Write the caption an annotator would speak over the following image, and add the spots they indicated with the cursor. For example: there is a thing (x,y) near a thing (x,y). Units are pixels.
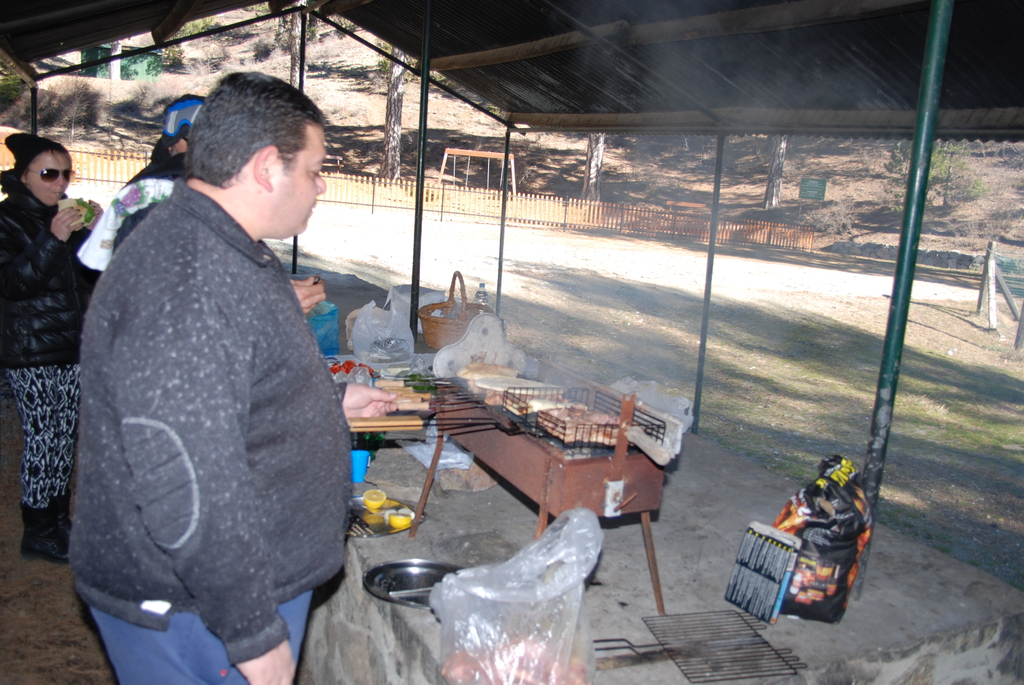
In this picture there are people (134,406) on the left side of the image (184,271), they are grilling and there is grass land (812,345) on the right side of the image (728,365), there is boundary (758,235) in the center of the image (658,232).
